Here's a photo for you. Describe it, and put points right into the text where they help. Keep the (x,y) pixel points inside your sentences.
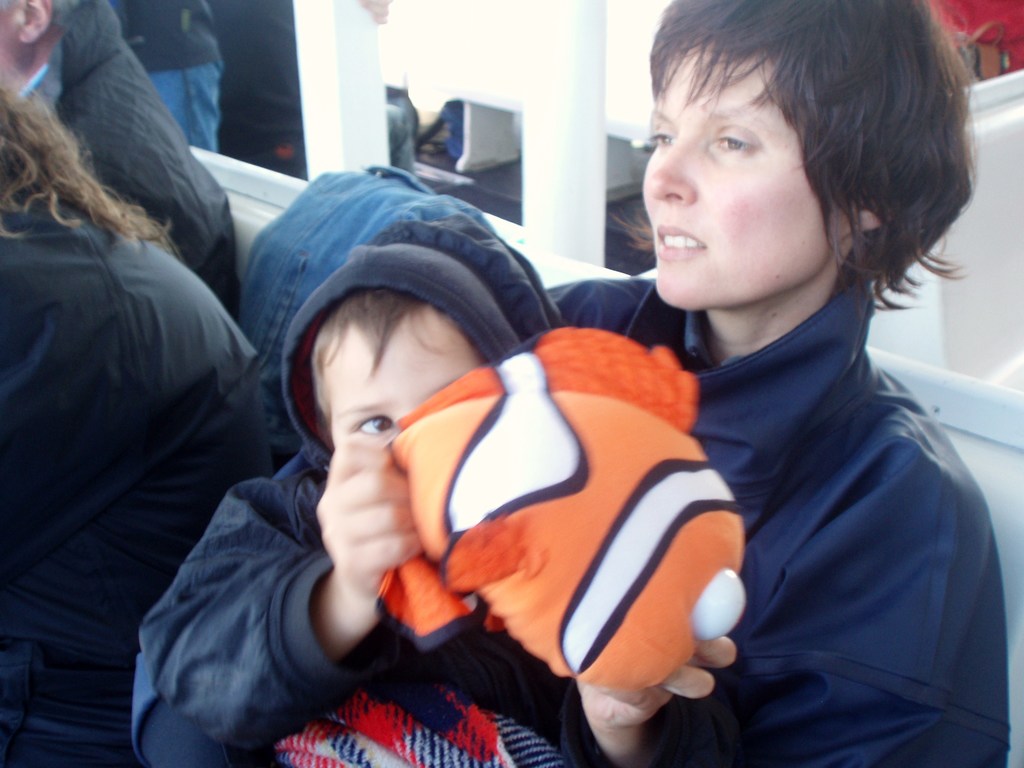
In this image I can see few people (190,334) are sitting, I can see all of them are wearing black colour of dress (312,323). In the front of the image (439,615) I can see a boy (339,538) is holding an orange and white colour soft toy (617,497). On the top right corner of the image (1004,63) I can see a brown colour bag (1001,65) and a red colour thing (955,25).
